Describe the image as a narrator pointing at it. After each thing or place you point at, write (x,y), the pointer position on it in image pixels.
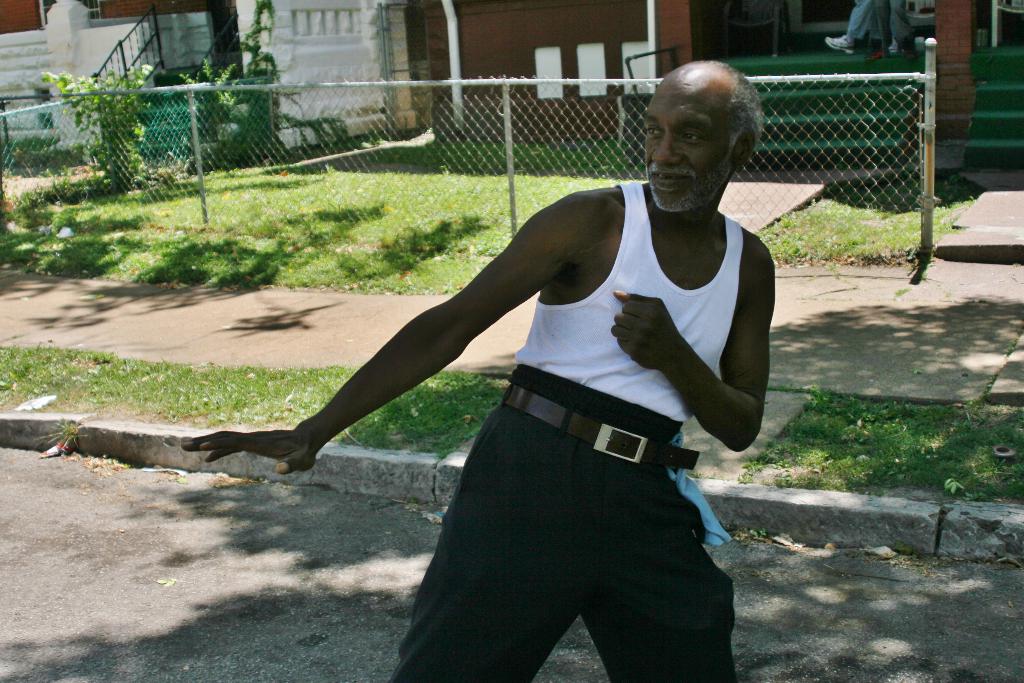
In this picture I can see a man (607,451) is standing on the road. The man (597,383) is wearing white color top (631,366), black color pant (554,480) and belt (610,447). In the background (425,201) I can see grass (488,154), plants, fence (334,167) and houses (324,97). I can also see white color wall (95,67) and steps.
